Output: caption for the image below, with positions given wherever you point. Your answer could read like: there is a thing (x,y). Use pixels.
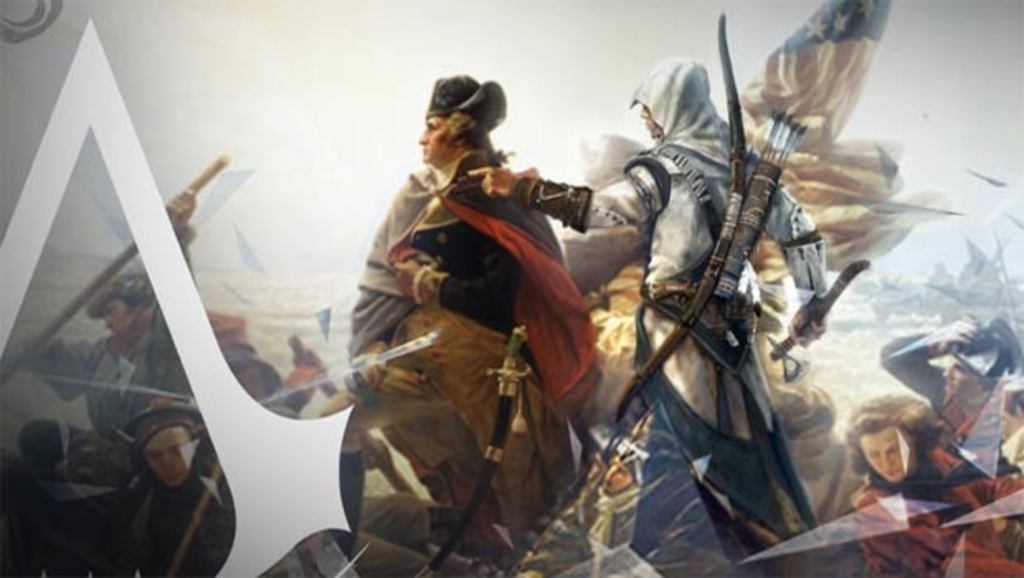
In the picture I can see people (778,500) standing here are carrying the weapons (462,528) and this image looks like it is in the war scene.
